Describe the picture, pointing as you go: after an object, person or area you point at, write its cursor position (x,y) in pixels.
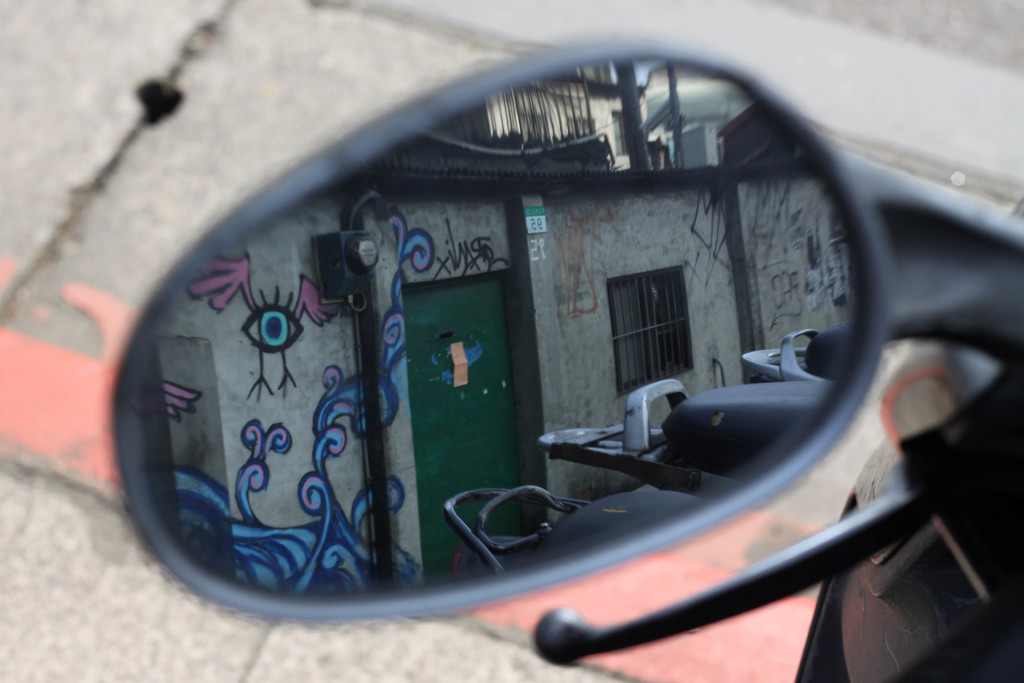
In this image we can see a vehicle side mirror (428,378). On the mirror (596,453) we can see reflections (594,193) such as a wall (380,323) with painting (252,317), railing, vehicles (522,492) and other objects (351,298). In the background of the image (75,430) there is a path (11,507).
